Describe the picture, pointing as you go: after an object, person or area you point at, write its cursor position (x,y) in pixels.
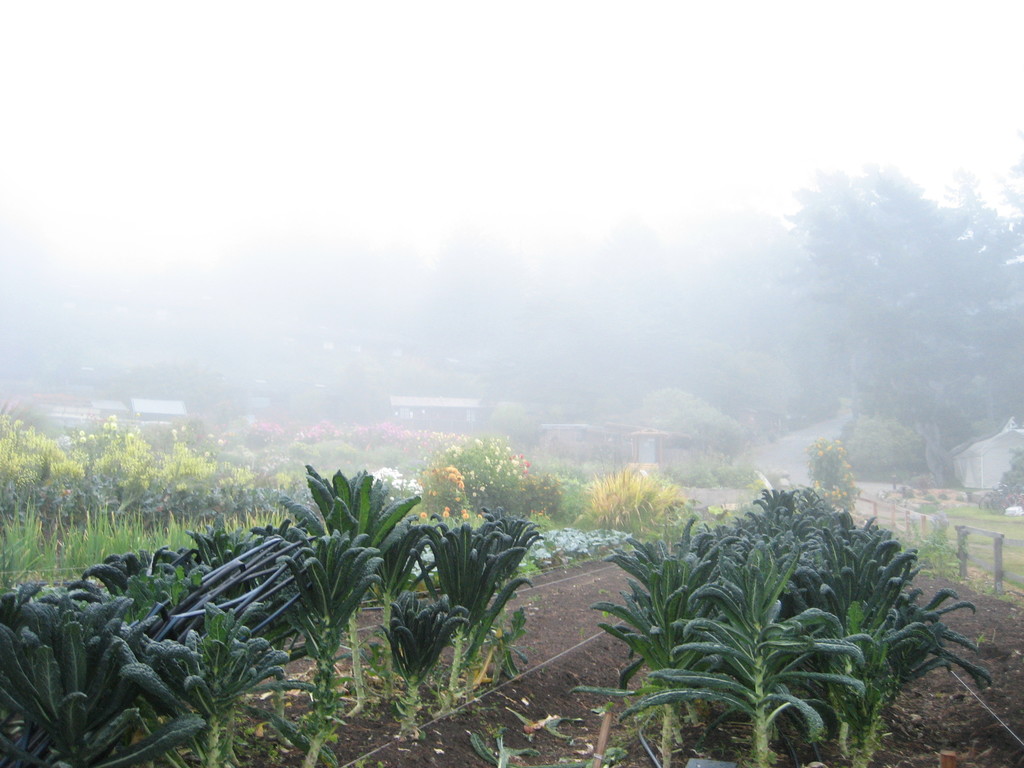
This picture shows about the small field (804,747) in which we can see green plants (716,564). Behind we can see some colorful flower plant (282,438). In the background (363,264) there are some trees (511,426) with fog (487,350).
